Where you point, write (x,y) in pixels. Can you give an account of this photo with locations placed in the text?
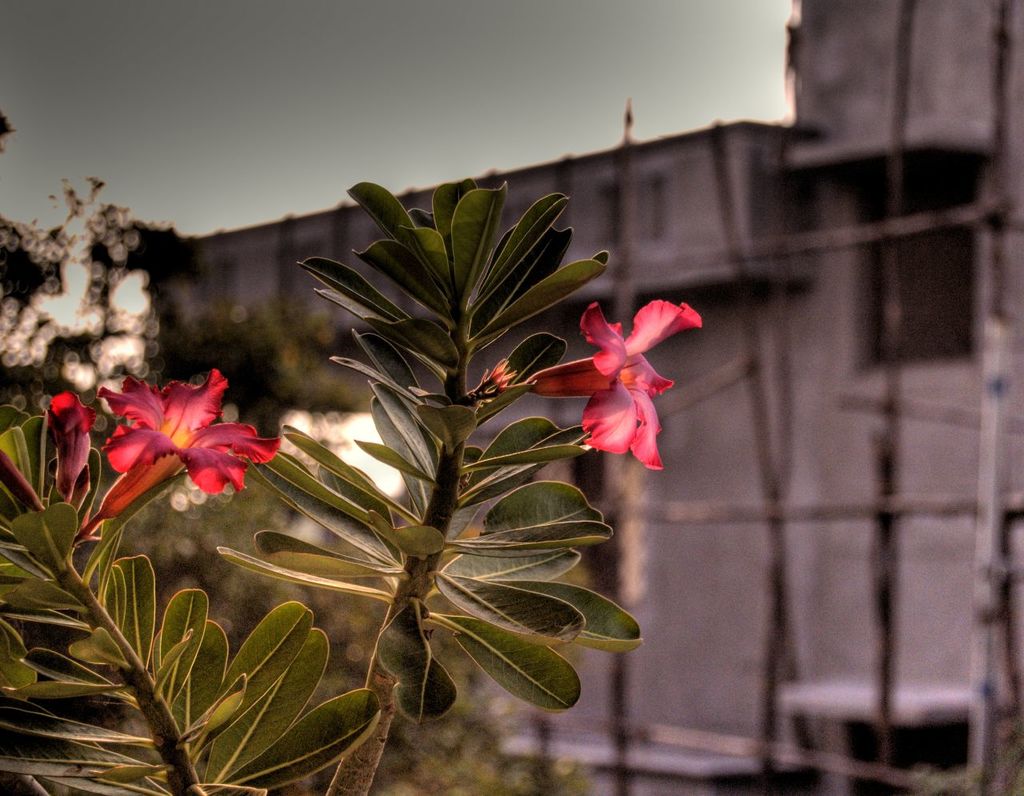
On the left side of the image (248,704) we can see one plant (281,661) and flowers (112,502), which are in pink color. In the background (534,397) we can see the sky (448,117), one building (623,172), trees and a few other objects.
